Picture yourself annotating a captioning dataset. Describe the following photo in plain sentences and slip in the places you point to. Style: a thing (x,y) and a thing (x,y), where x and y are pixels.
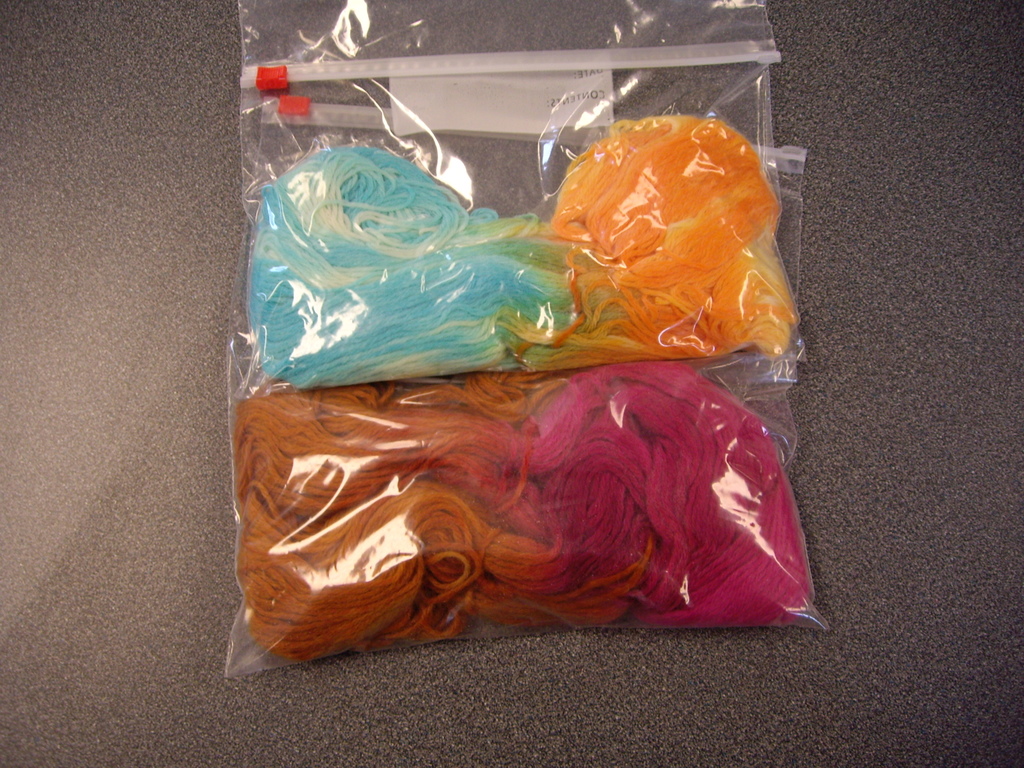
In this image I can see there are things (558,397) in polythene covers (491,364) with different colors.
